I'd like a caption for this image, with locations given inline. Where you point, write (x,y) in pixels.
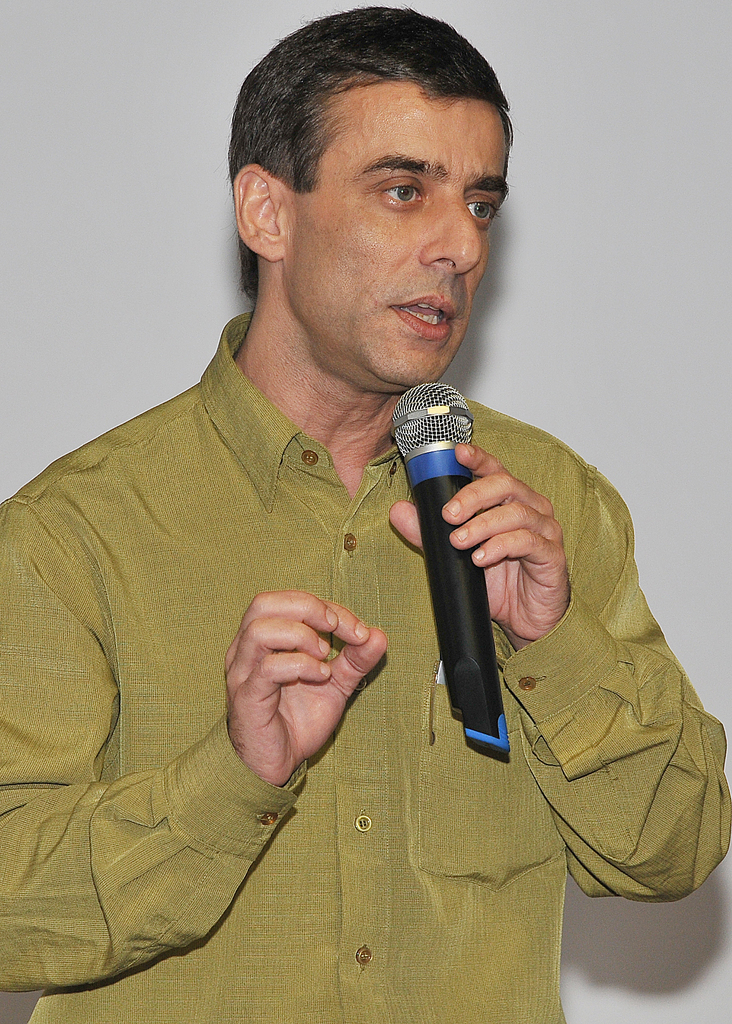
In the center of the image (263,569) we can see a man (460,760) standing and holding a mic (459,635) in his hand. In the background (147,214) there is a wall (566,204).
